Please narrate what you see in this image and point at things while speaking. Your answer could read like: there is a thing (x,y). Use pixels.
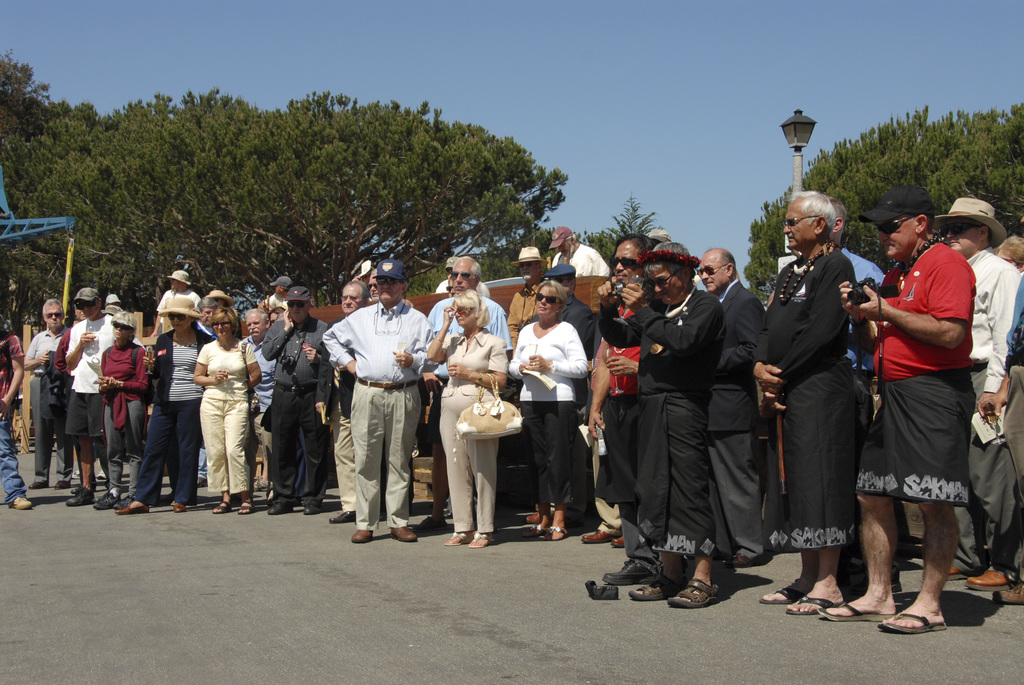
In this image there is the sky (591,76) truncated towards the top of the image (100,46), there are trees (192,201) truncated towards the left of the image (56,162), there is a tree (1000,148) truncated towards the right of the image (958,168), there is a pole (795,187), there is a light (791,129), there are group of persons (565,385) standing, there are persons (487,379) holding an object (990,421), there are persons (985,392) truncated towards the right of the image (1007,495), there is a person (11,368) truncated towards the left of the image (9,385), there is an object (34,232) truncated towards the left of the image (41,221), there is an object (591,590) on the road (374,590), the road (338,624) is truncated towards the bottom of the image (307,635).
